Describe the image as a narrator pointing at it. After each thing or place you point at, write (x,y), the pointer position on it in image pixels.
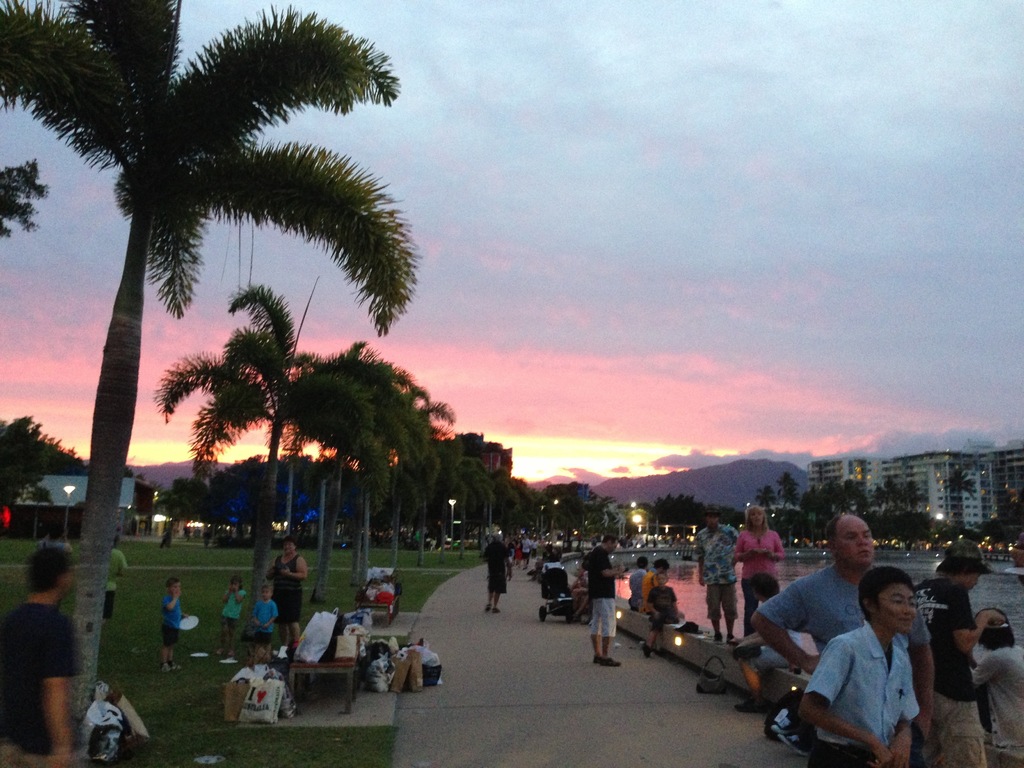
This picture shows trees (483,517) and we see buildings (895,463) and a cloudy sky (796,262) and we see few people (753,616) standing and few (666,609) are seated and we see few bags (359,621) on the table (350,704) and floor (254,723) and we see few pole lights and water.
